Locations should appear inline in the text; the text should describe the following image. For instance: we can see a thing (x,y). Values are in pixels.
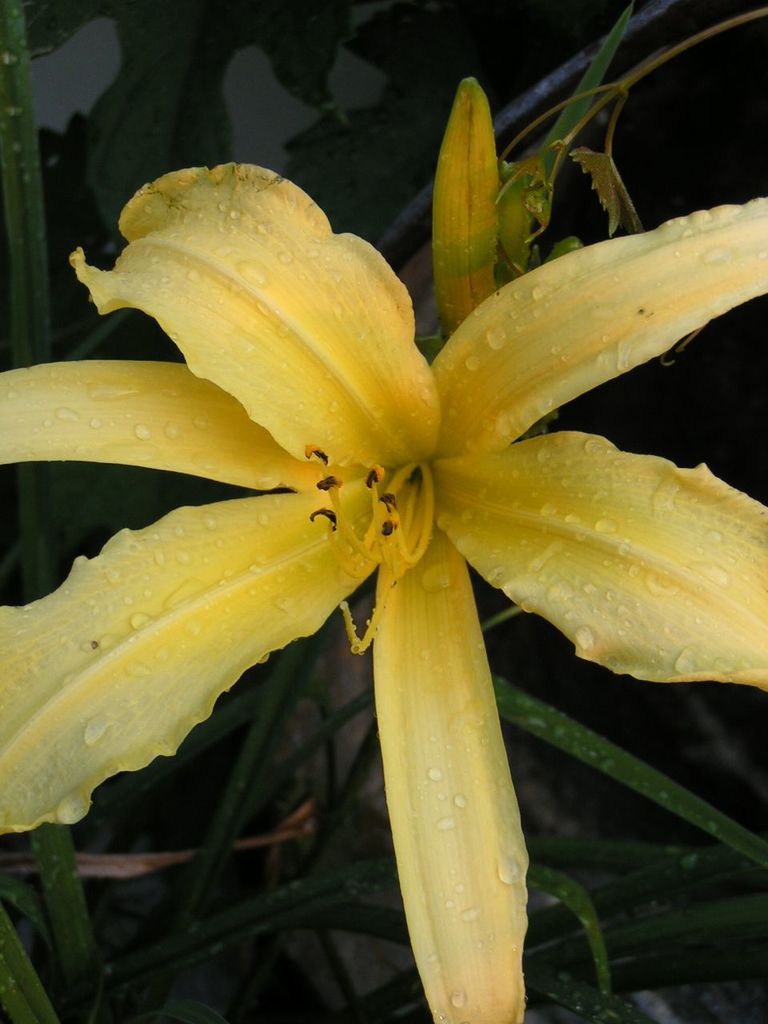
In this image we can see a flower (406,506) to a plant (405,588). There are few plants (301,882) in the image.
